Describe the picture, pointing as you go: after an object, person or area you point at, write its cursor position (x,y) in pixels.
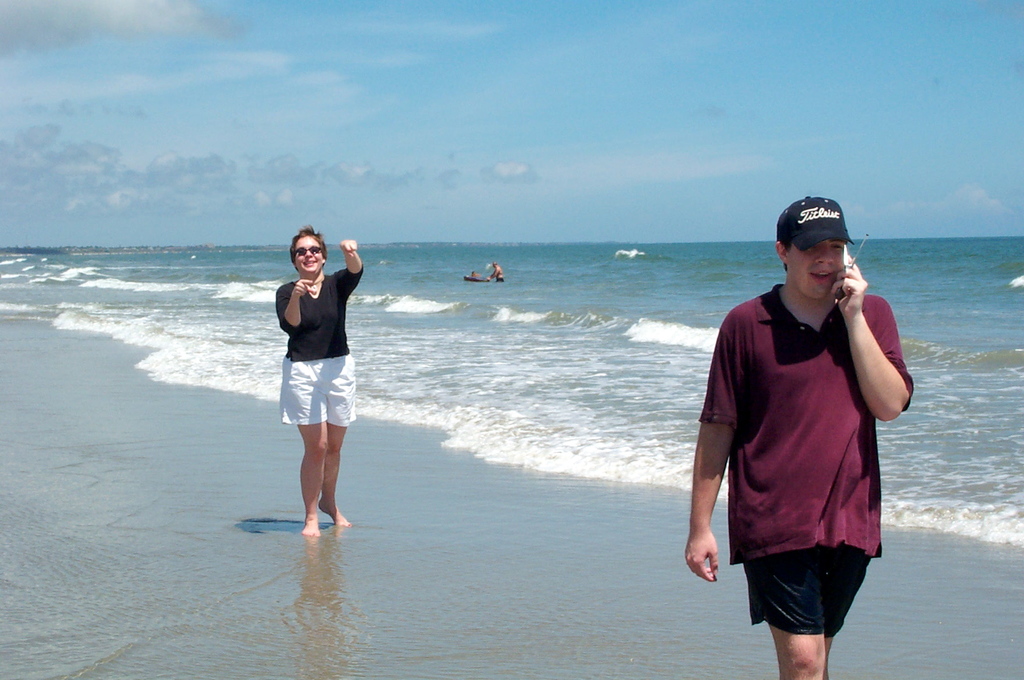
In this image I can see three people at a sea shore (152,335) two people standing outside the water (524,335) one person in the water (530,262), person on the right hand side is talking on the phone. At the top of the image (529,224) I can see the sky (515,159).
